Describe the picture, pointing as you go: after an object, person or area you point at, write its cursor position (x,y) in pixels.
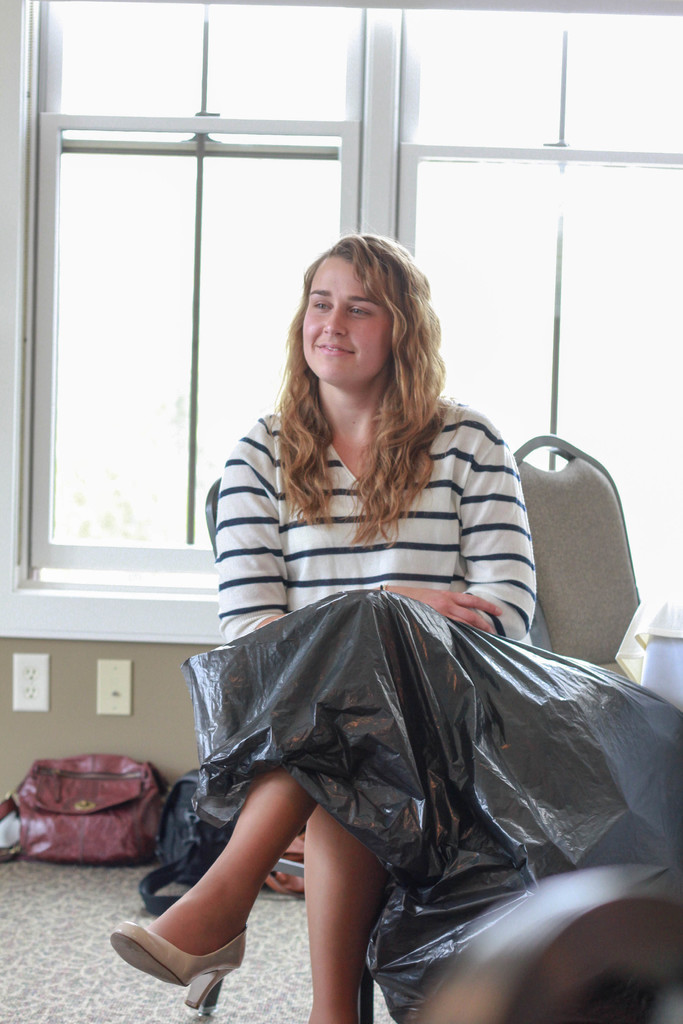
This is the picture inside the room (120,908). There is a person (296,532) sitting on the chair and she smiling. At the back (308,200) there is a window (322,144). At the bottom (28,805) there are bags (31,840). At the right (568,604) there is a chair (559,547).
